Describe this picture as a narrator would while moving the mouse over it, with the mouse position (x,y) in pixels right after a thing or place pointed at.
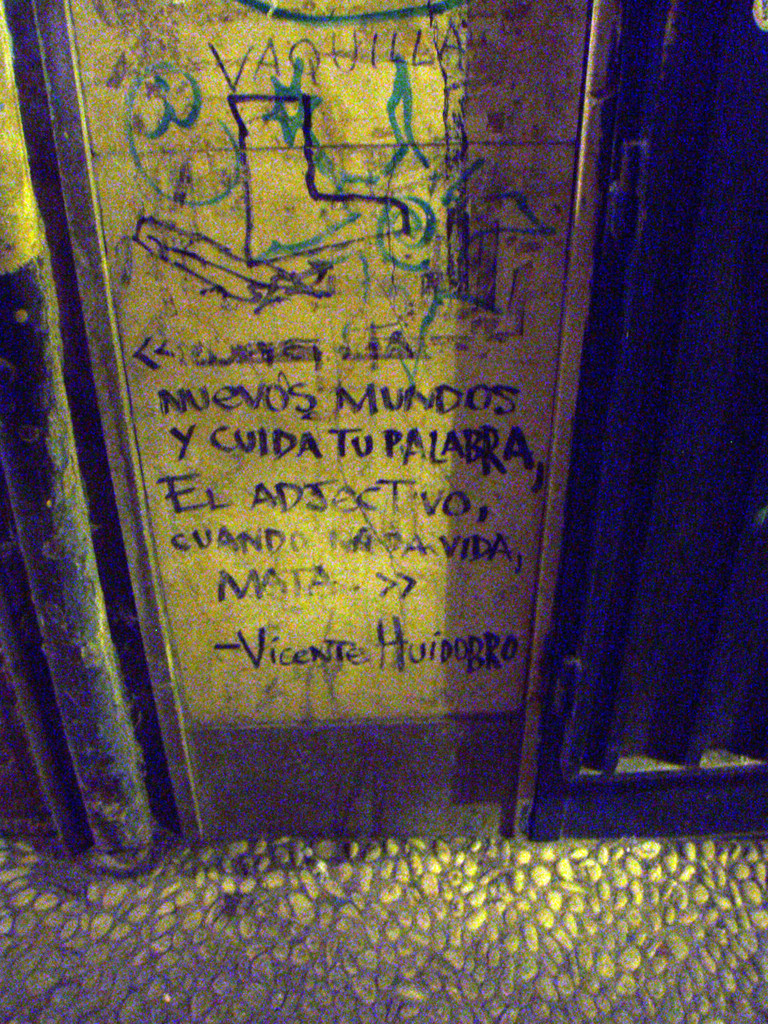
Here we can see a board (244,427). And this is floor (560,995) with pebbles (532,985).
